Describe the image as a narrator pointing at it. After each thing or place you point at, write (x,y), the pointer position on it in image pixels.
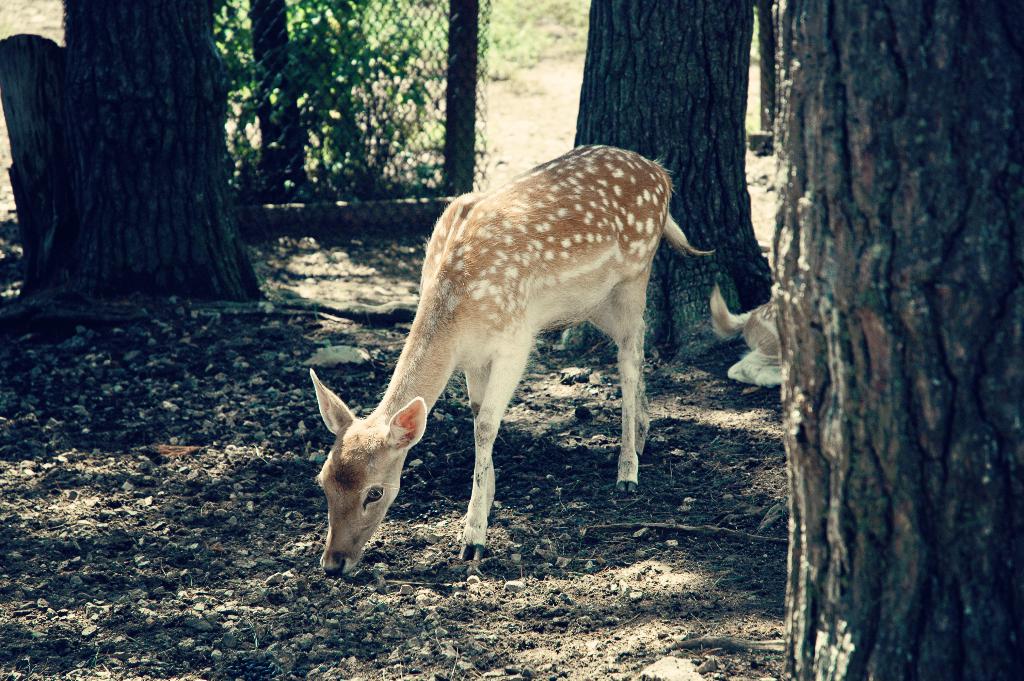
In this image I can see two deers (388,493) and they are in brown and cream color. In the background (455,71) I can see few trunks (581,138), fencing (355,158) and few plants (353,70) in green color.
